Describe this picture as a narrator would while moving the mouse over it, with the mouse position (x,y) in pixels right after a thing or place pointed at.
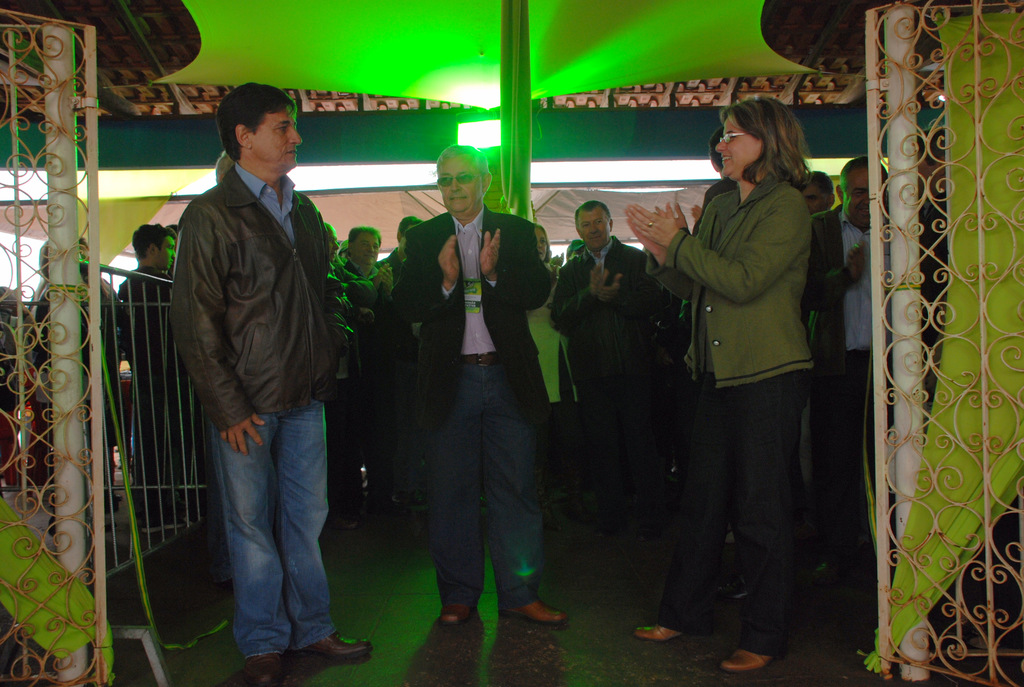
In this image we can see people (436,357) standing on the floor (632,576) and clapping their hands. In the background (526,124) there are electric lights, curtain (352,75) and a gate (57,384).
